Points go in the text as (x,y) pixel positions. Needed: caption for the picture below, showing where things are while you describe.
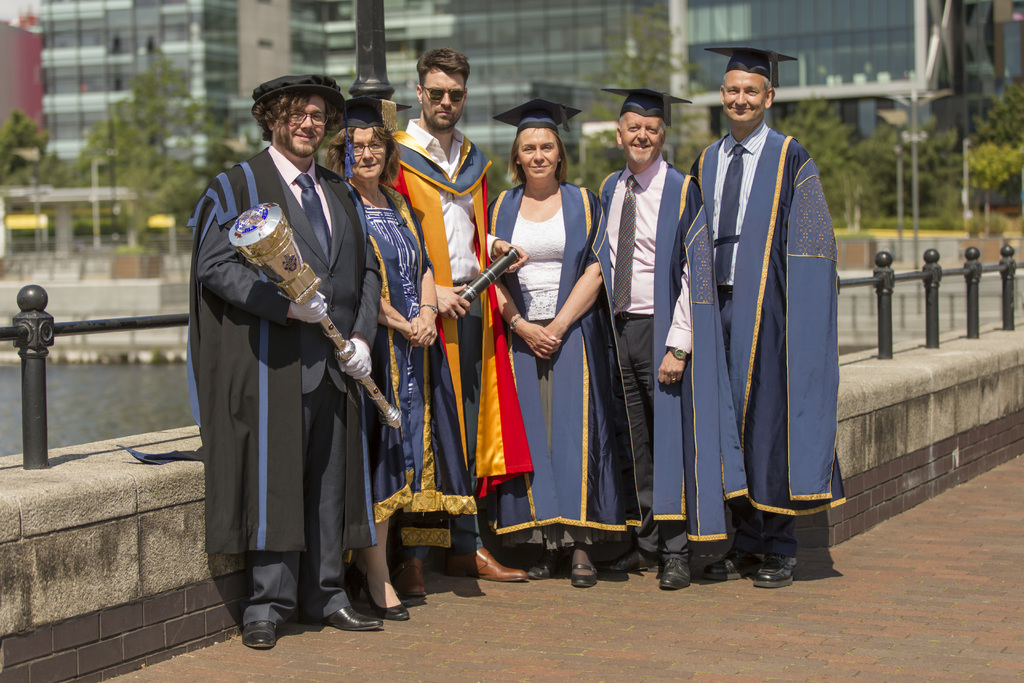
In this image we can see persons (681,439) standing on the floor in costumes (447,246). In the background (834,124) we can see iron fence (29,413), trees (861,200) and buildings (821,44).
